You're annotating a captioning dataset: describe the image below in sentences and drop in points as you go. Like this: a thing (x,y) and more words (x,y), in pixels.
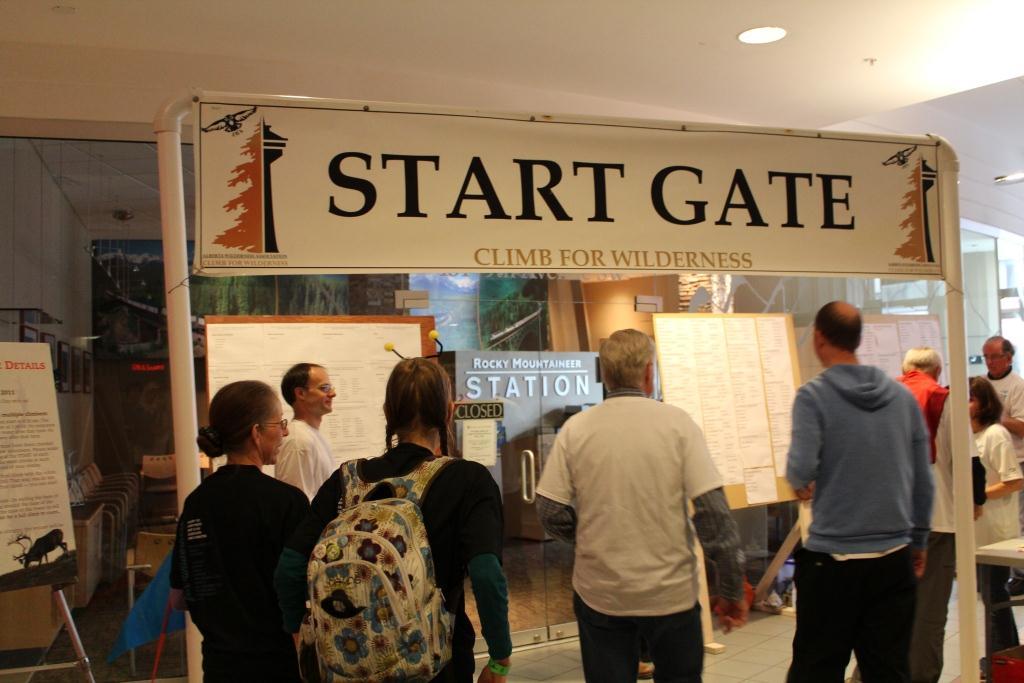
This picture seems to be clicked inside the hall (244,420). In the foreground (205,521) we can see the group of people (437,511) and we can see the text (347,180) on the boards (794,389). At the top (773,36) there is a roof (599,24) and the ceiling light (774,32). In the background (629,287) we can see the wall (73,340), picture frames (66,342) hanging on the wall (86,346), chairs (114,502) and many other objects (525,421).
